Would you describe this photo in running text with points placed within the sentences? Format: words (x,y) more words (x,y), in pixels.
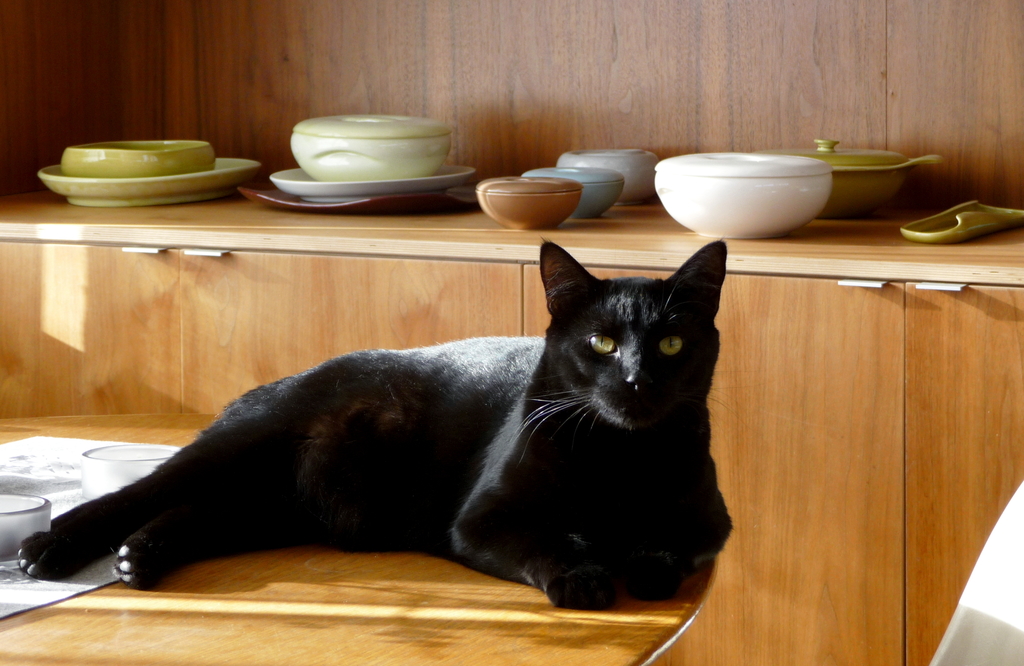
In this image I can see a black cat (333,401) and in the background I can see few utensils (328,205).
